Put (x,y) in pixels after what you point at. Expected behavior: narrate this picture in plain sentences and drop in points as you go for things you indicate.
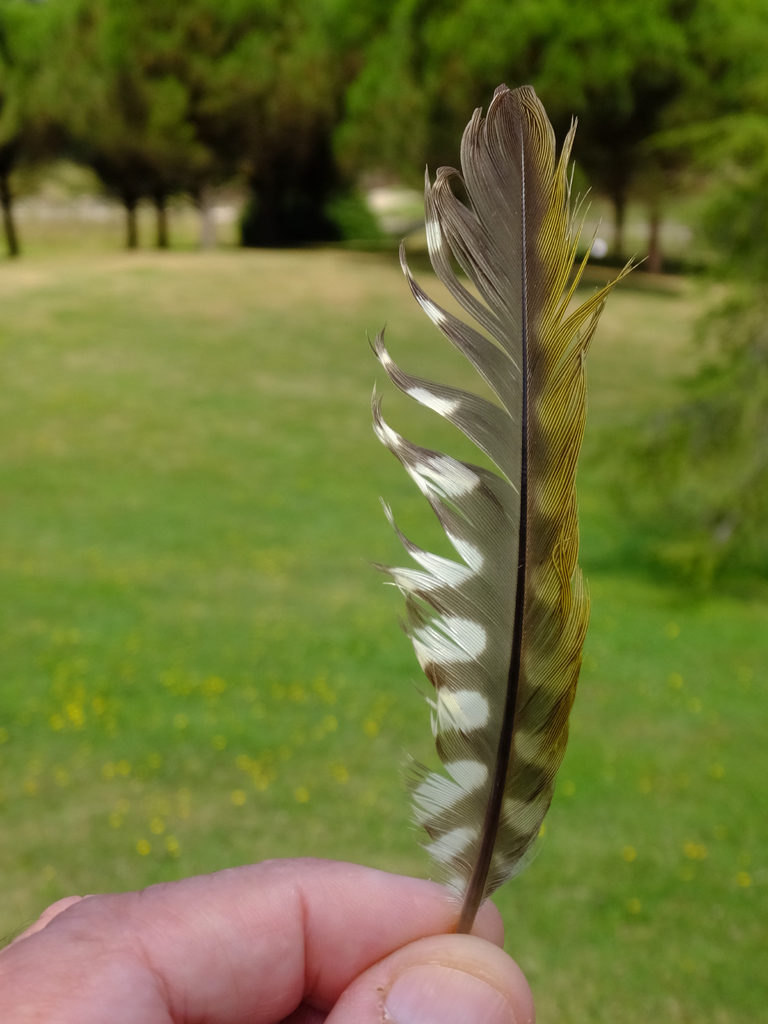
In this image, we can see human fingers (421,1006) with feather (547,688). Background (744,466) there is a blur view. Here we can see grass (328,515), plants (720,451) and trees (759,35).
